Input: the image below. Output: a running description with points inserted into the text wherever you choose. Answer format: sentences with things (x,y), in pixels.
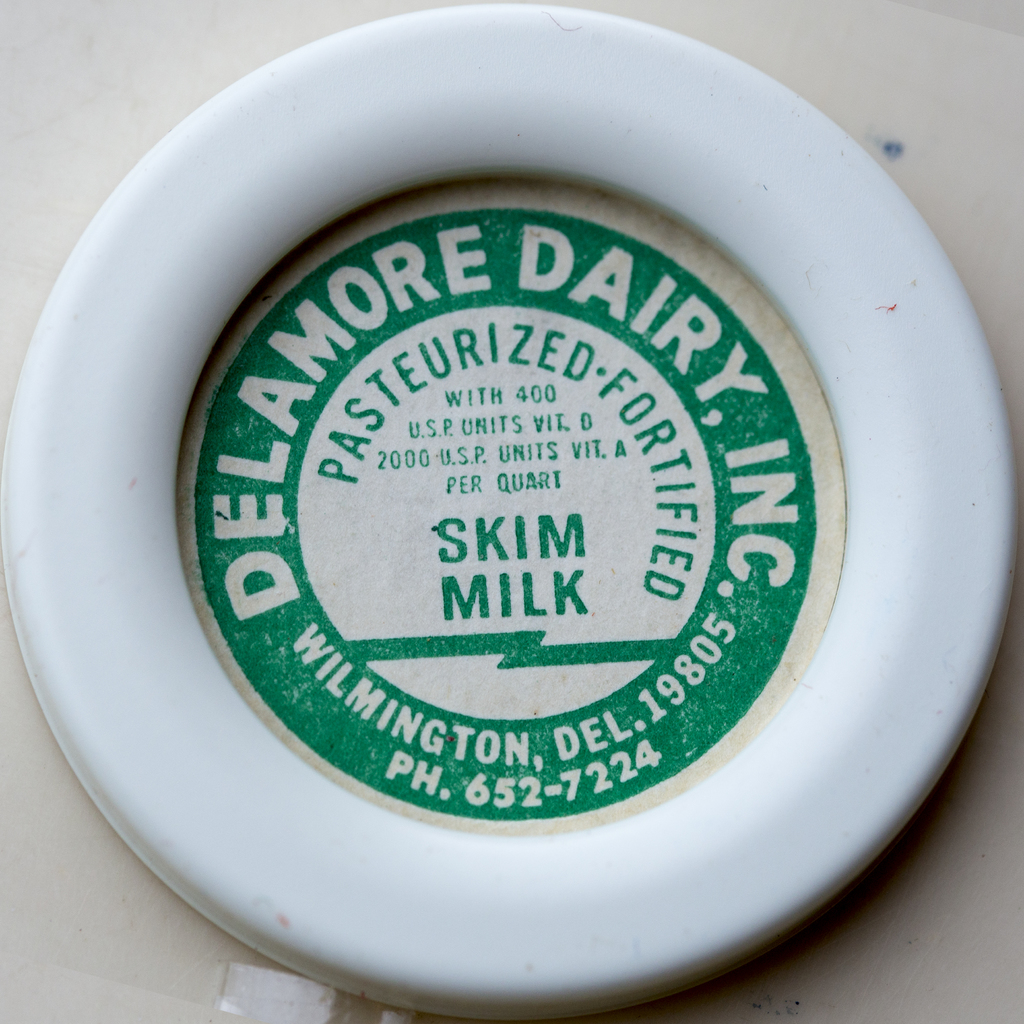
There is an object (416,413) in the center of the image (498,535) and text (576,424) on it.
